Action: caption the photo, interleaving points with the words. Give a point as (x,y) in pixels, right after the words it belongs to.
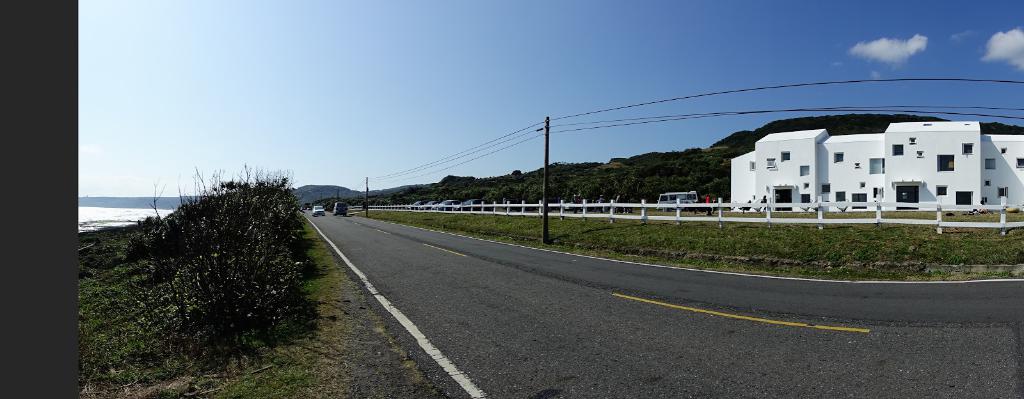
In this picture we can see few poles (545,181), fence (492,207) and vehicles (321,207), in the background (619,201) we can find a building (755,158), few trees (716,144), group of people (619,201) and clouds (958,33), on the left side of the image (132,215) we can see water (115,210).
